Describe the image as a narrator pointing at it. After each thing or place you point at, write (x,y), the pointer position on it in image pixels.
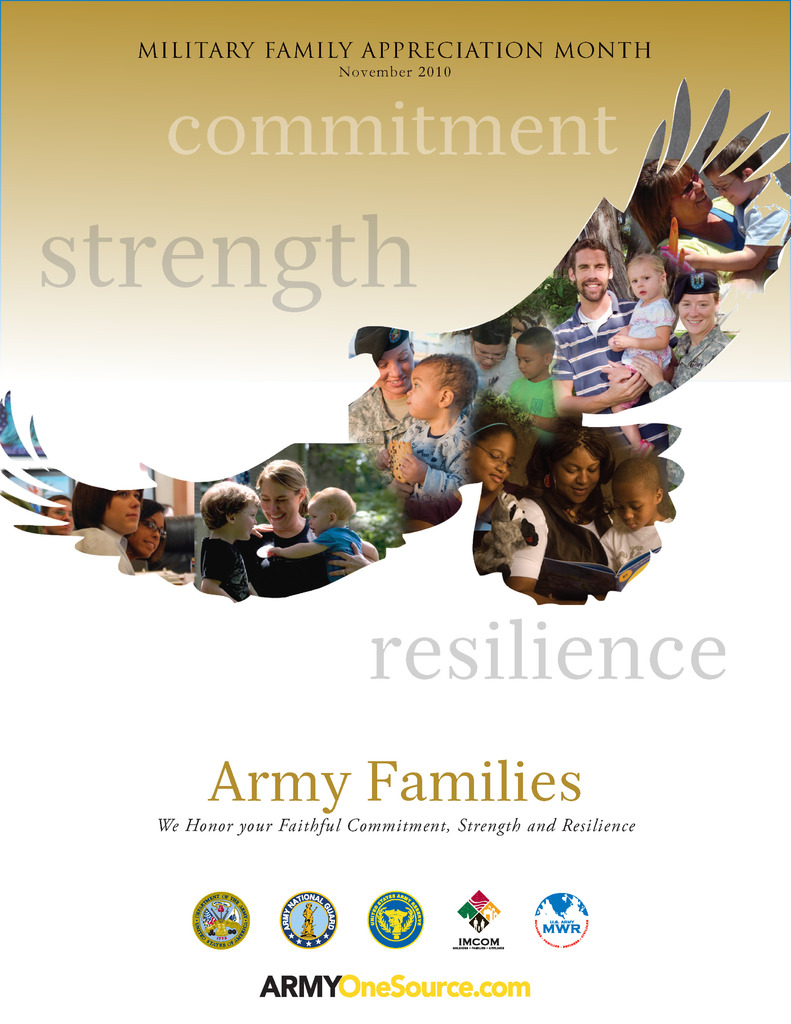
This is a poster (320,545) having texts (445,677), logos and an image (522,383) which is in the form of a bird (623,484). In this image, there are persons (564,490) and children (736,197).
